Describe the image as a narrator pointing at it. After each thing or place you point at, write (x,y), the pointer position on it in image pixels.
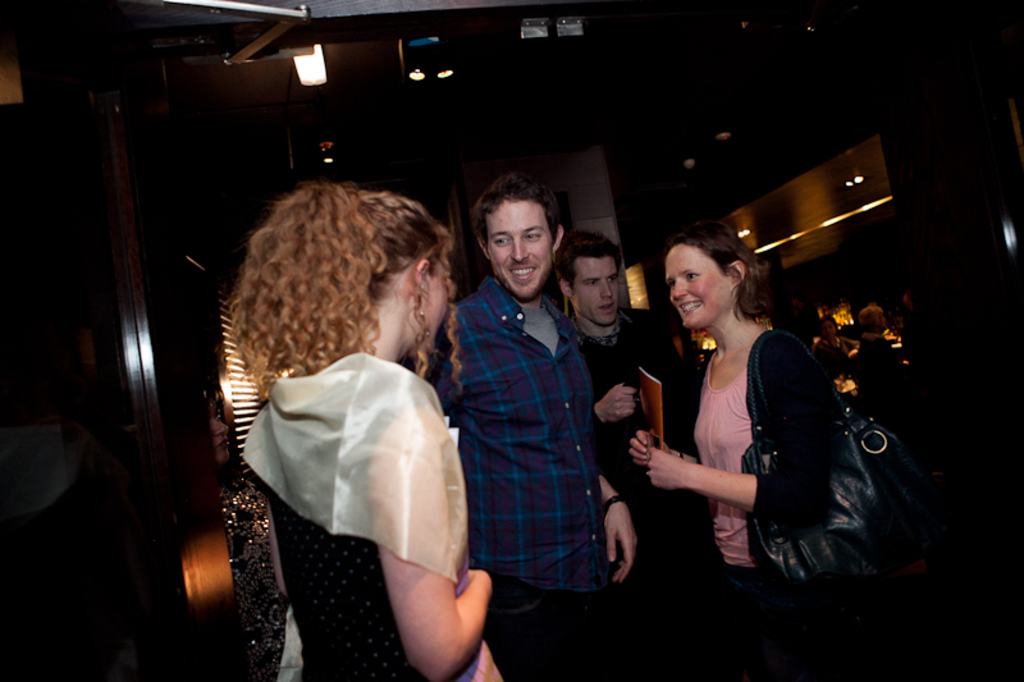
In this image there are a few people (725,376) standing and talking with each other and one woman (699,418) is holding a book (656,417) in her hand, behind them there are people (814,355) sitting in chairs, at the top of the image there are lights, behind them there is a wall (475,177).
